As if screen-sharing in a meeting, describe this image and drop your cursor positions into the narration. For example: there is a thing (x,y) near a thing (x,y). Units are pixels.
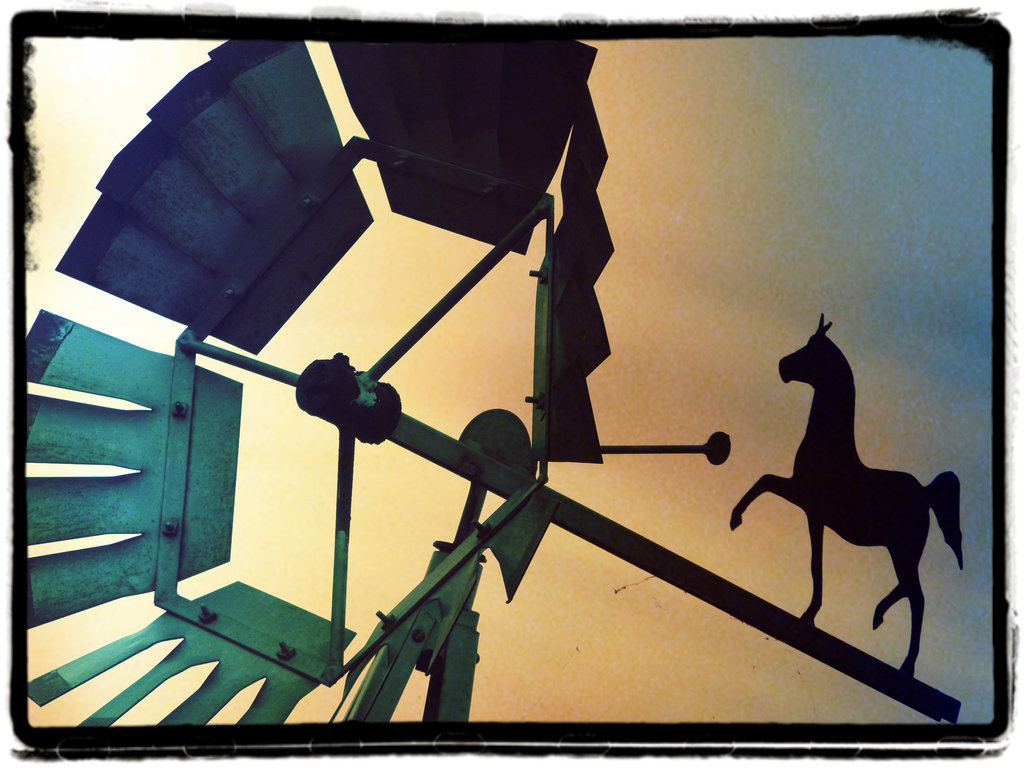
It looks like an animated image, on the right side (837,506), we can see a horse (848,489) and we can see an iron object (49,582).
